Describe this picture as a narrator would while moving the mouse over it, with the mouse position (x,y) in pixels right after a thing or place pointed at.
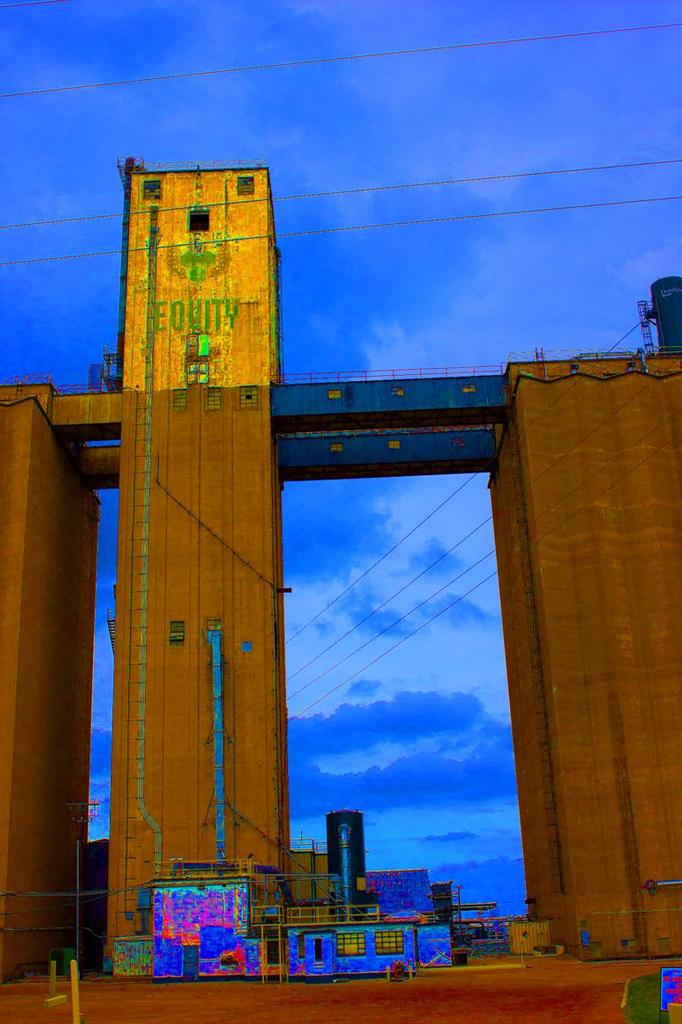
In this image, we can see an architecture (566,431). There are clouds (409,796) in the sky (367,241).
